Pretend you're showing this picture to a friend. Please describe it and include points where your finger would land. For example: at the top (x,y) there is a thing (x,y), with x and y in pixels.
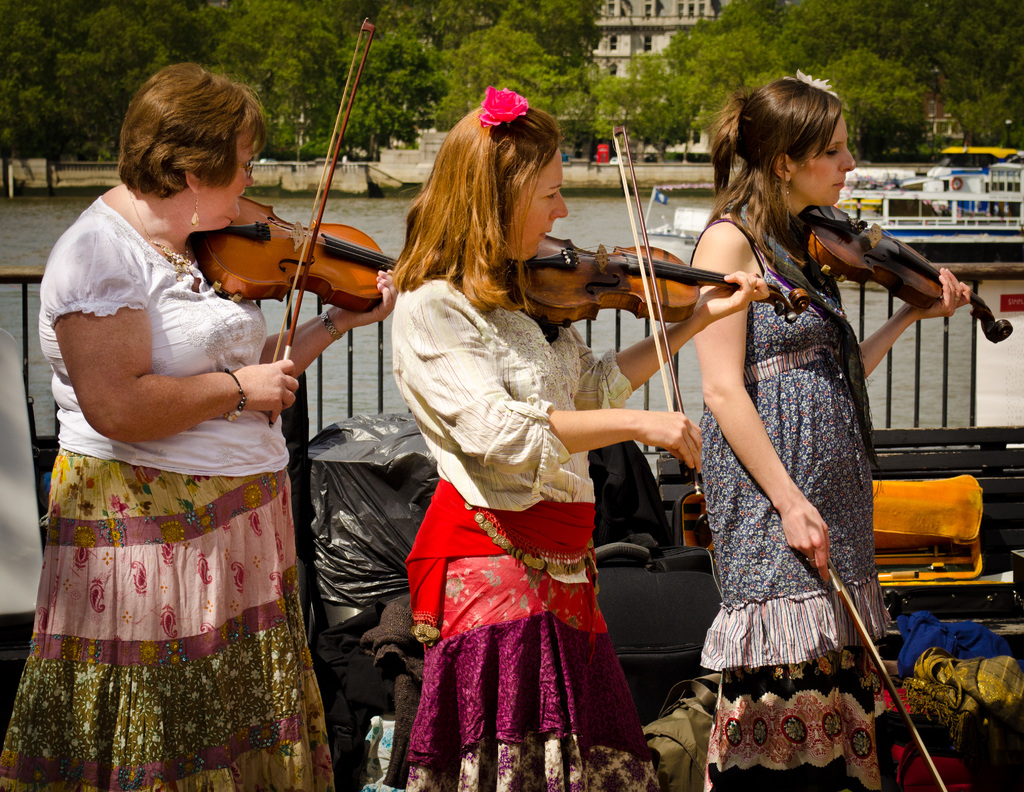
In this picture we can see three ladies (486,426) holding the violin (576,295) and playing it and behind them there is a river (600,219), boat (1018,247), trees (1021,106) and some buildings (958,127).
